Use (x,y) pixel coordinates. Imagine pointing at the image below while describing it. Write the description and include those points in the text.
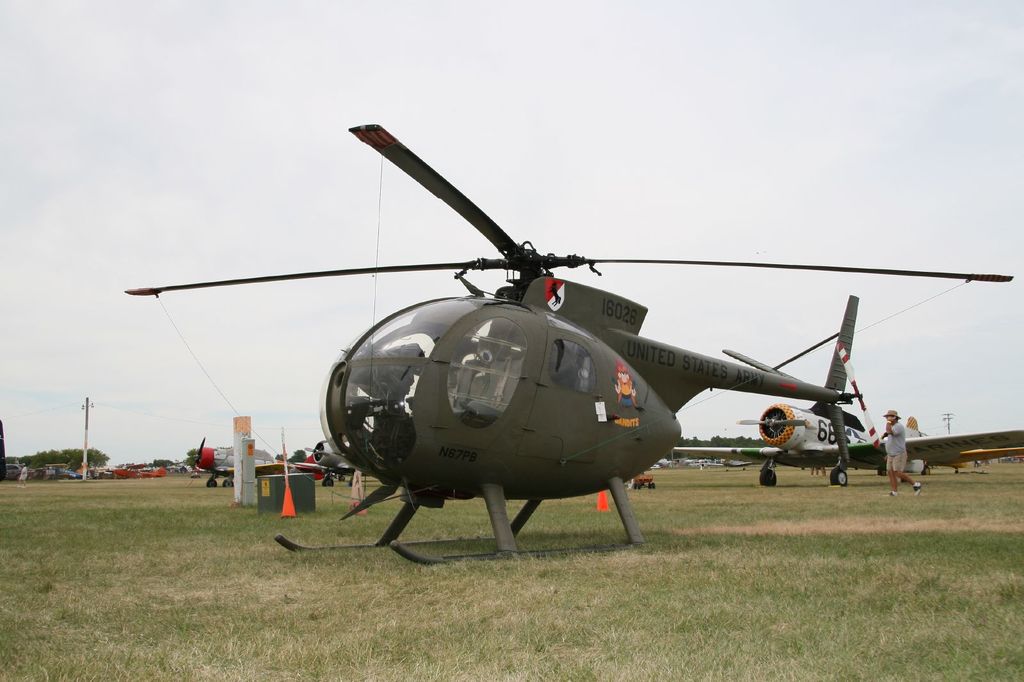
In this image we can see a helicopter (554,351), pillars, poles (86,474), trees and we can also see some people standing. In the background (452,124) we can see the sky (319,181).
